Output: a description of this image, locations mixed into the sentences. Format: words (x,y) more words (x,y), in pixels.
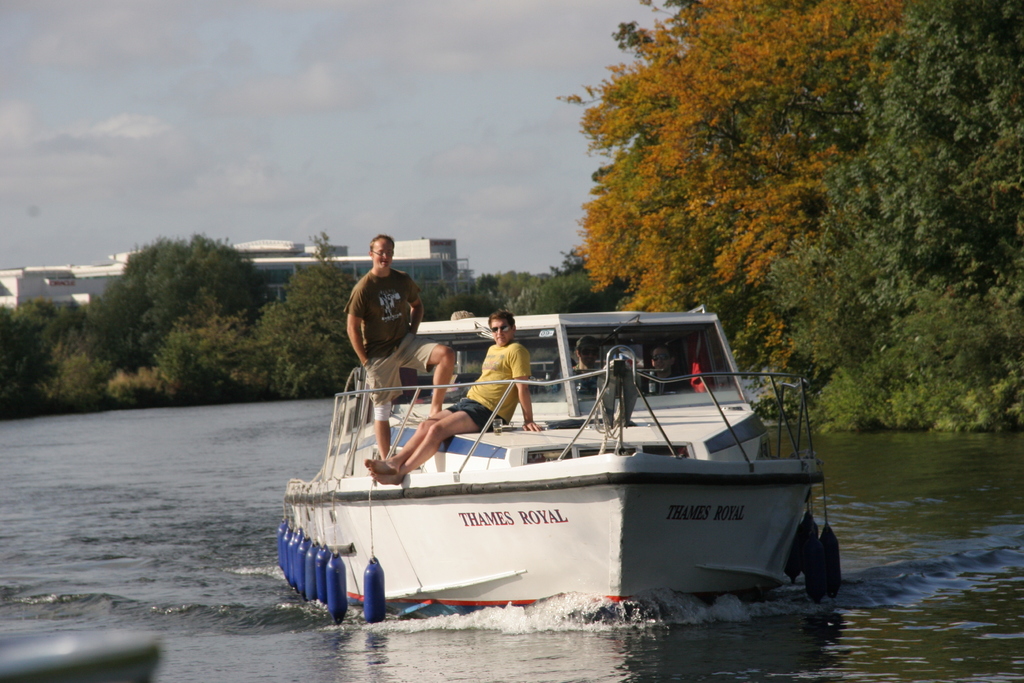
There is a white color boat (435,486) on the water (678,636). On the boat (577,526) there is a railing (567,444) and some people (489,365) are there. In the background (439,300) there are trees (439,300), building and sky (344,165).
